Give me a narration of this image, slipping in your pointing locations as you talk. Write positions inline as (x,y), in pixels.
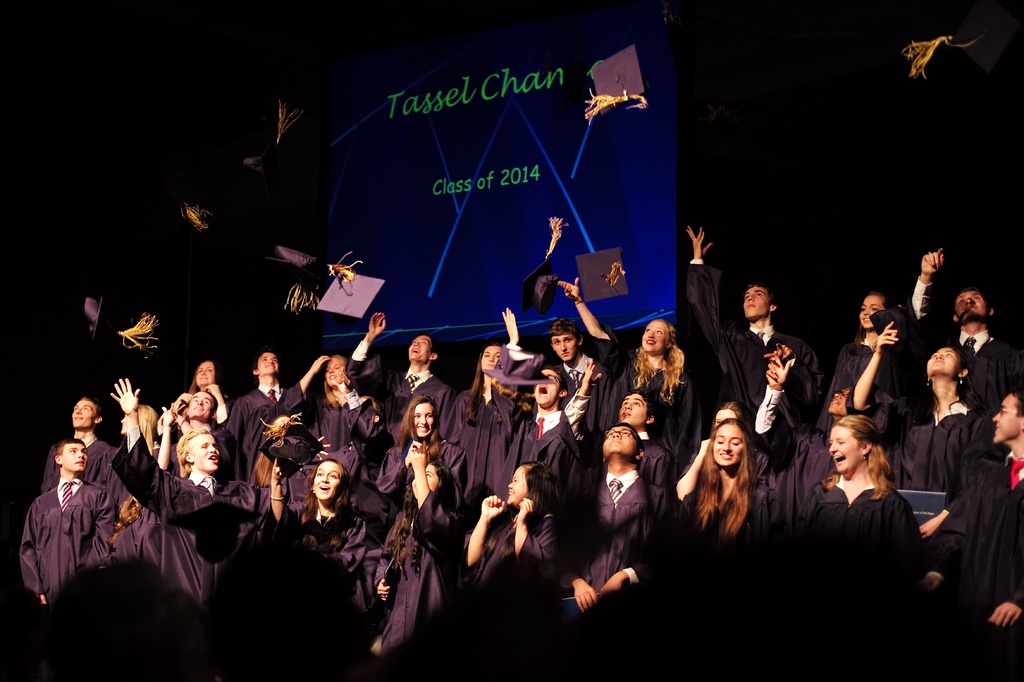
In this image, we can see people (515,406) wearing coats (555,451) and some are throwing hats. In the background (474,88), there is a screen (623,167).
